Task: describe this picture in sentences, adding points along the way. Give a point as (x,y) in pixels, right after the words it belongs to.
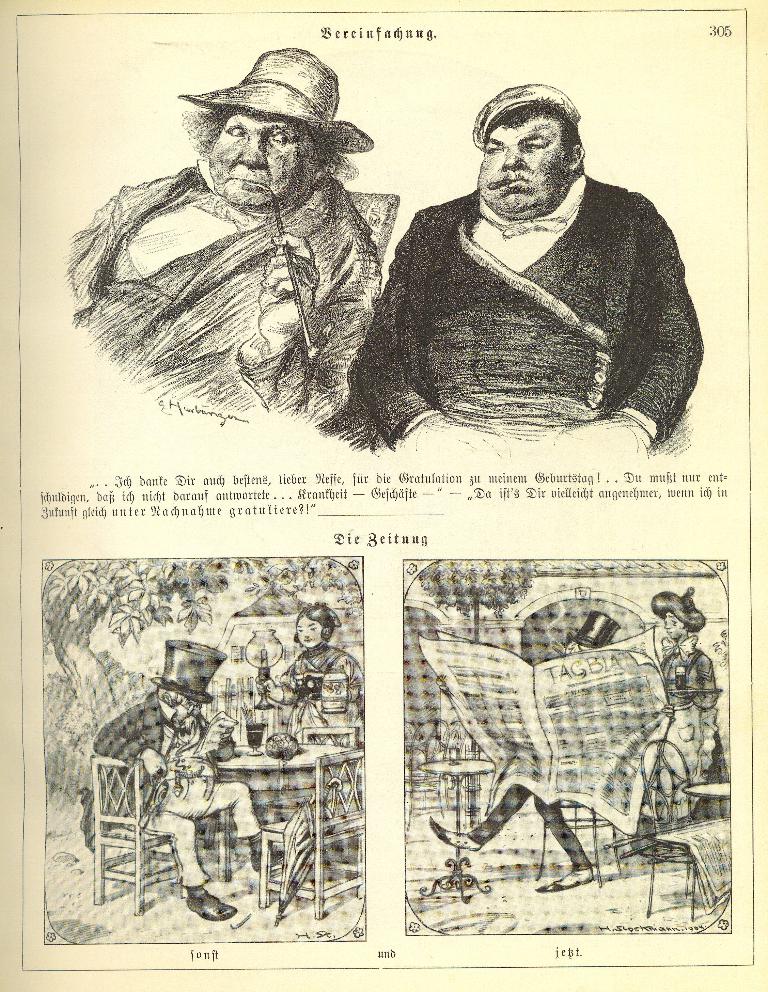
This is a drawing in this image there are a group of people (475,285) who are sitting and also there are some tables (310,758) and chairs (357,790) one person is reading a news paper (459,717), in the background (246,620) there are some trees (185,625) and houses (575,582) and there is some text (195,495) in the center (299,478).
